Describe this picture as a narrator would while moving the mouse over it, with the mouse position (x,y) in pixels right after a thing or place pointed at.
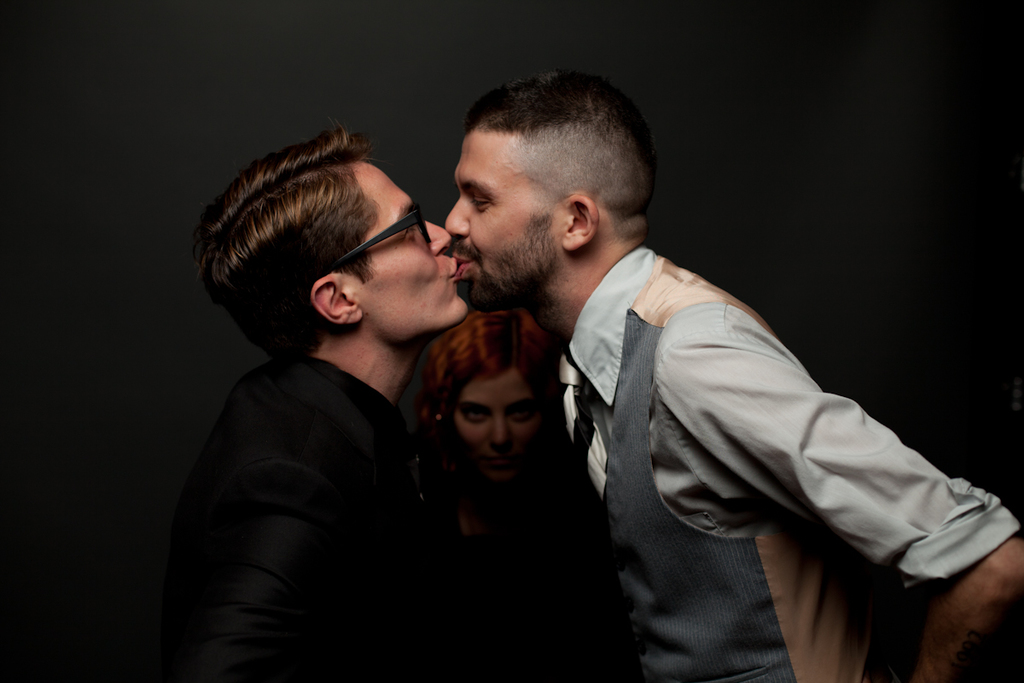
In this picture I can observe two members (595,399). One of them is wearing black color dress (318,449) and spectacles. I can observe a woman (466,452) in the middle of the picture (488,404). The background (378,67) is dark.
